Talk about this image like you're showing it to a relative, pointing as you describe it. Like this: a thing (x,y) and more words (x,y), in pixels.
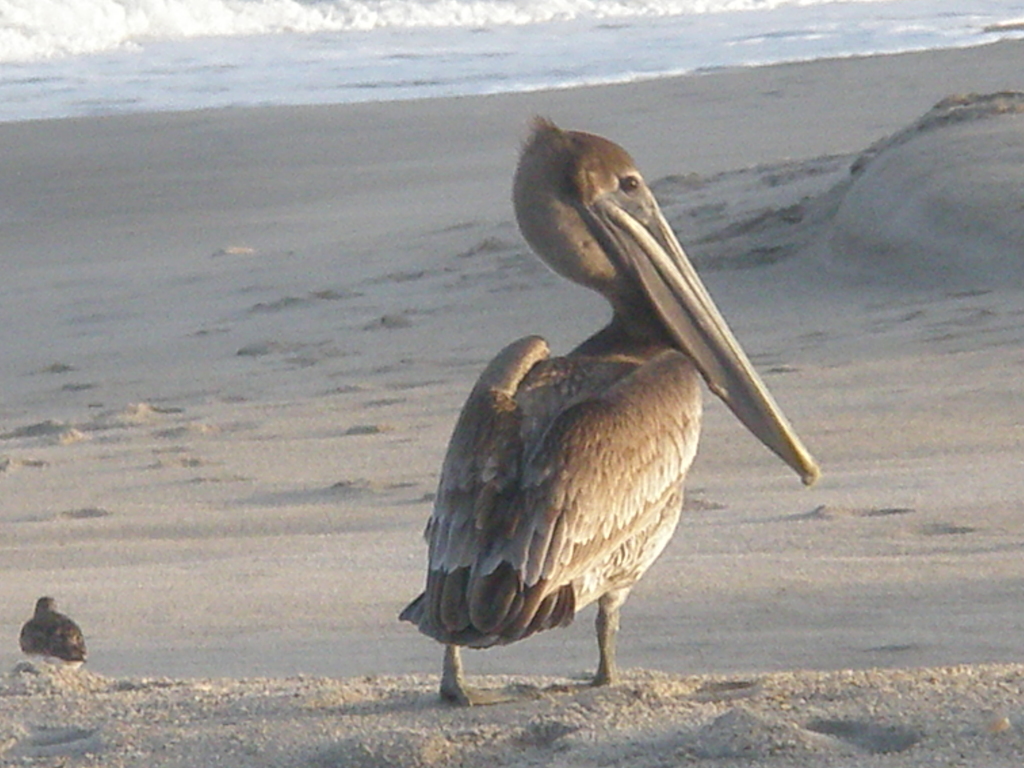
At the bottom of this image (429,523), there are two birds (601,509) on a sand surface (160,718). In the background (909,43), there are tides (690,33) of an ocean (476,33).
